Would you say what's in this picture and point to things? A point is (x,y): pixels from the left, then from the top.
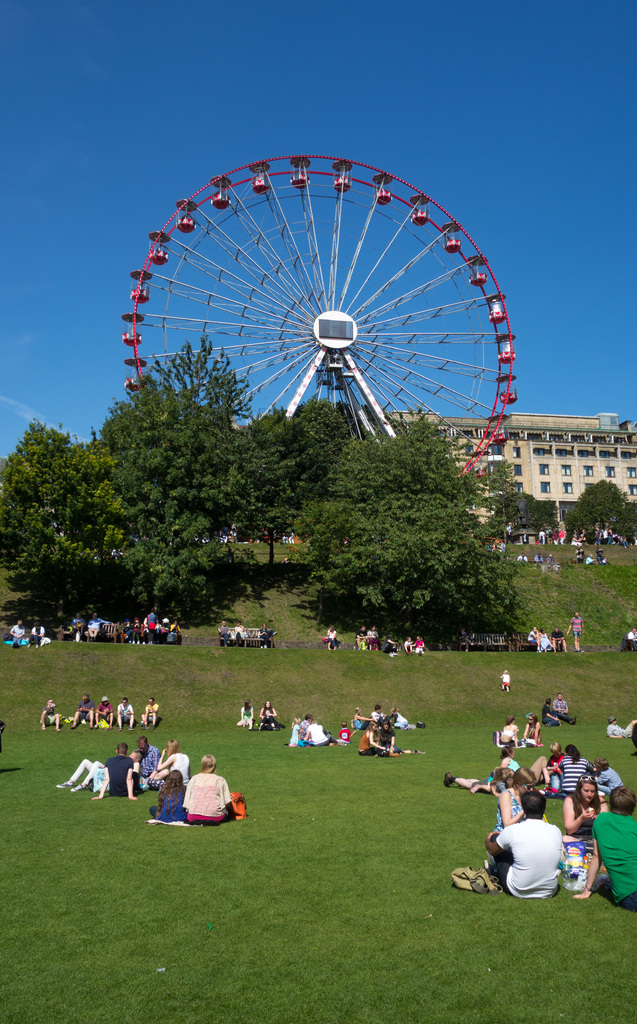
In this image there are a few people (195,776) sitting on the grass (332,784) and on the benches (58,633), behind them there are trees (140,532), a giant wheel (323,388) and a building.
